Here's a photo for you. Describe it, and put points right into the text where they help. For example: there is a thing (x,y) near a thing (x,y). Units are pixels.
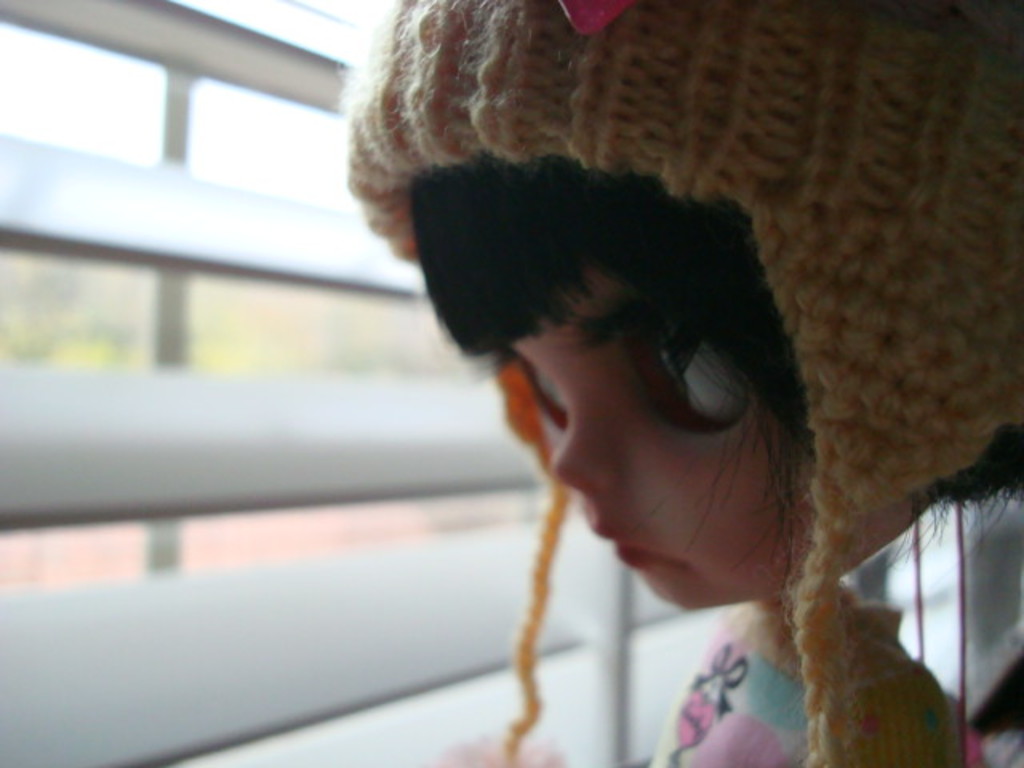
In this image, we can see a doll (900,464) and we can see a window (96,237).
